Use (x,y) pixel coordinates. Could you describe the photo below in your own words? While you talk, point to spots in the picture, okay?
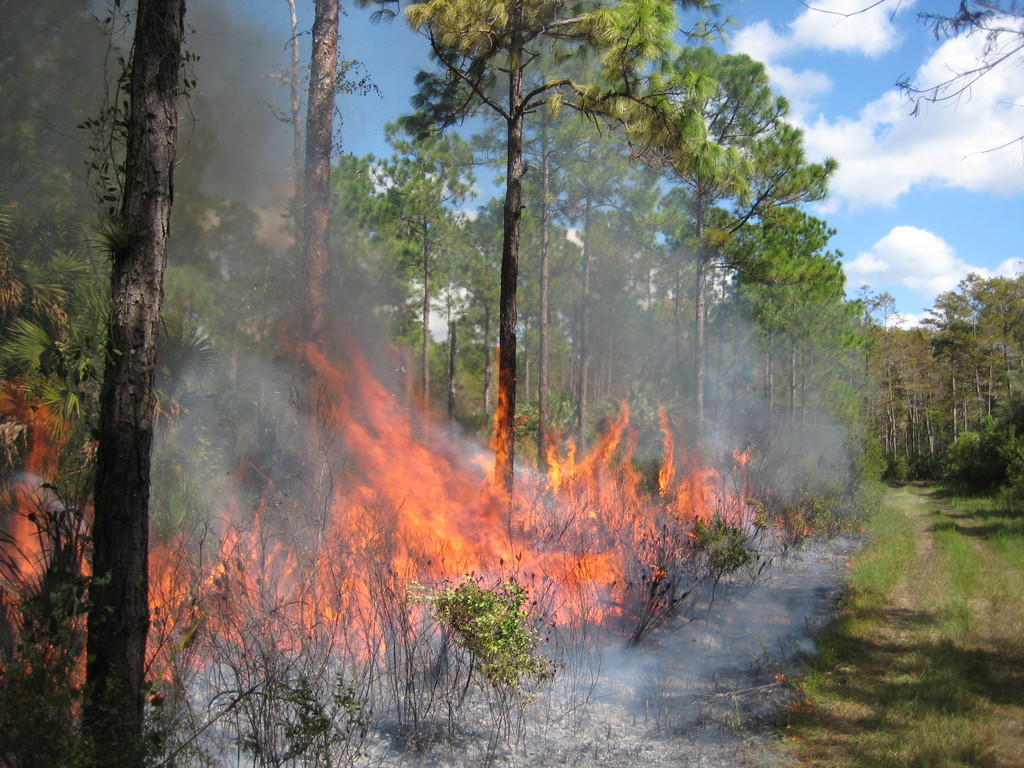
As we can see in the image there is grass (923,582), plants (490,596), fire (509,575) and trees (800,389). On the top (892,129) there is sky (901,162) and clouds (903,151).
